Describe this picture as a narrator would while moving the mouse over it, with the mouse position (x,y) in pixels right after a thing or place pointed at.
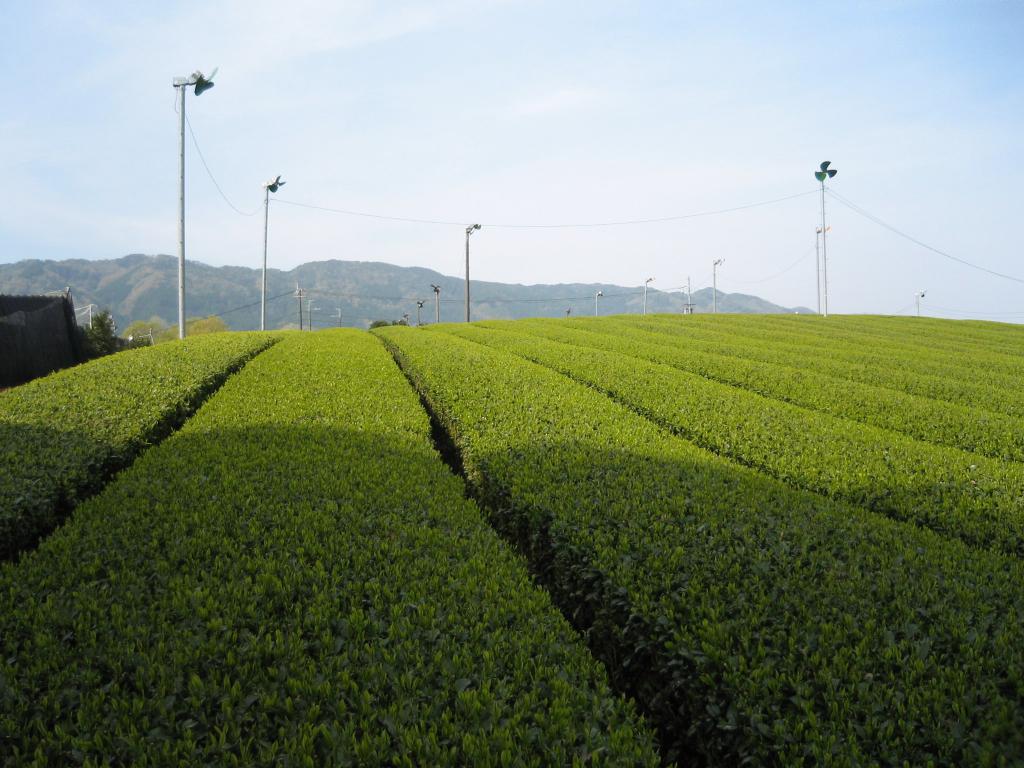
In this image in front (23,612) there are plants (661,462). There are fans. In the background of the image (214,300) there are trees (212,324), mountains (272,275) and sky (705,48).
